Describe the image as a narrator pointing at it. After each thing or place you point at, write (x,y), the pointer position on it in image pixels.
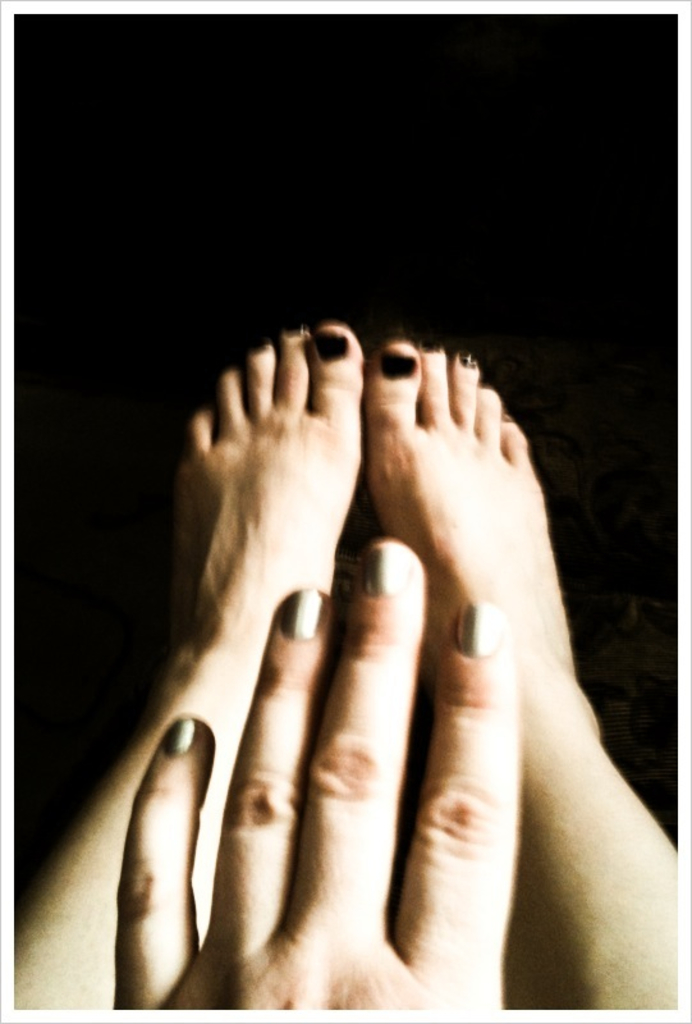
In this image there are body parts (404,743) of the human being (391,702) which are visible.
